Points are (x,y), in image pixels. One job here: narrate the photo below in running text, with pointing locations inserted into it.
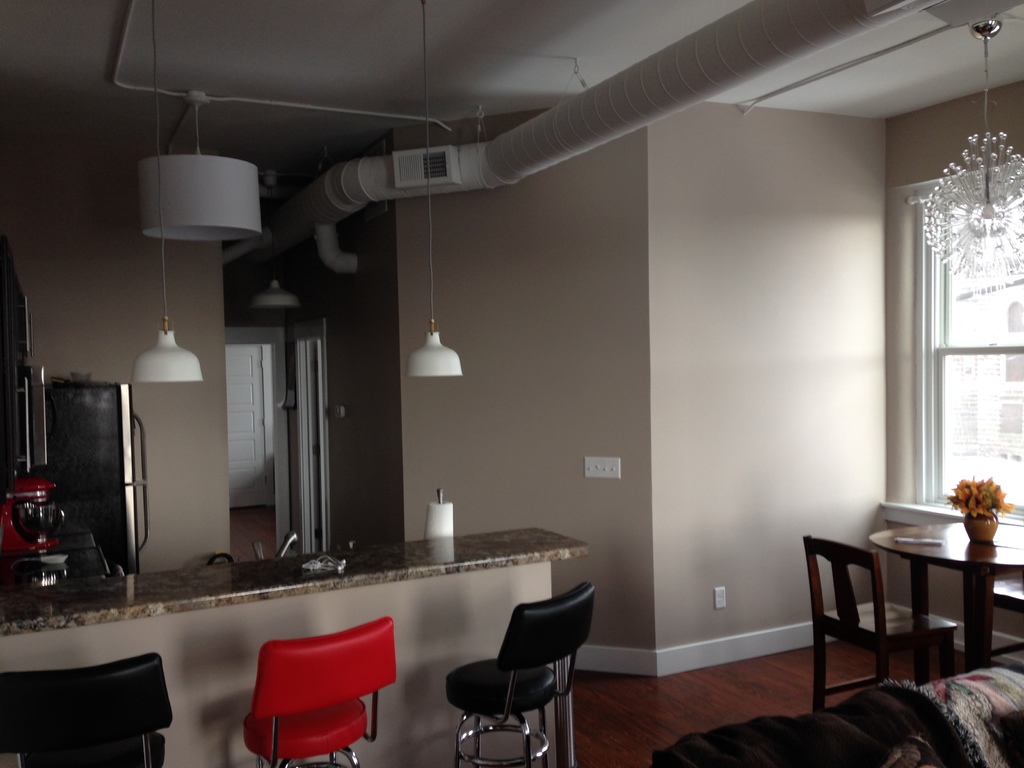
This image is clicked inside the room (422,423). It consists of three chairs (322,656). To the bottom right (937,745) there is a sofa (878,715). To the right (915,617), there is a dining table (1006,562) along with chair (883,606). In the background (693,327), there is a wall (818,317) along with window (967,383). To the top (490,181), there is AC duct (552,125) and lights (240,163) hanged to the roof (249,157).
